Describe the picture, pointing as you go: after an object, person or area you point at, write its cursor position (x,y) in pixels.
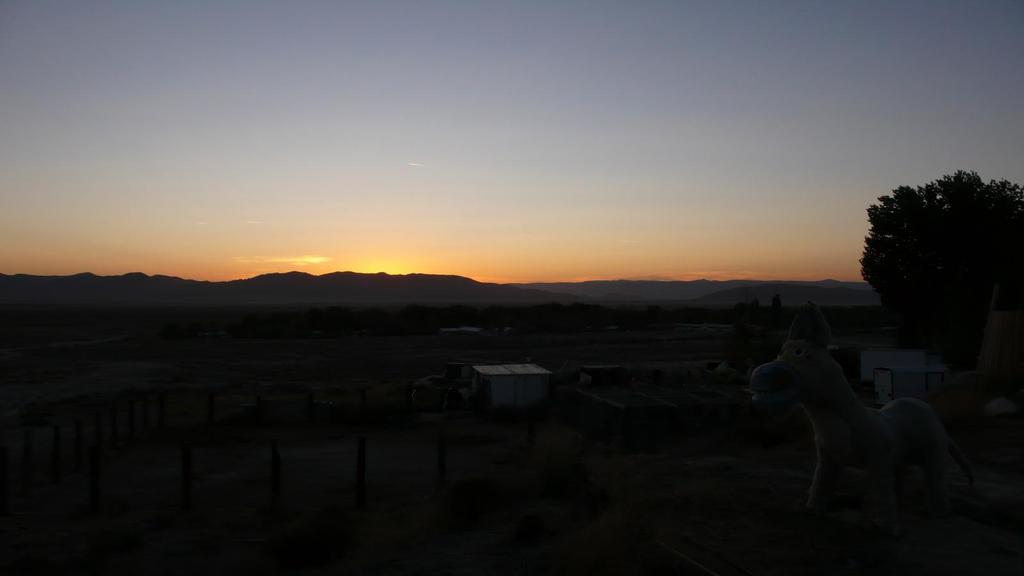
This image is taken during sunset time. In this image we can see an object (831,439) on the right (887,433). Image also consists of wooden rods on the ground (378,501). We can also see trees (952,249) and also hills (483,301). Sky (601,273) is also visible.
